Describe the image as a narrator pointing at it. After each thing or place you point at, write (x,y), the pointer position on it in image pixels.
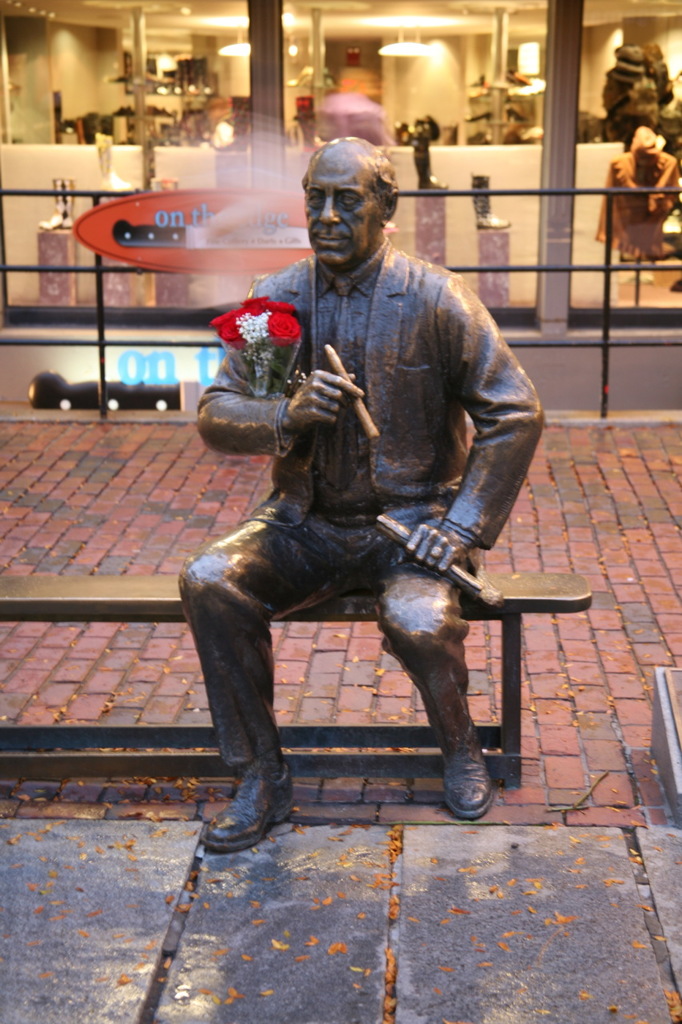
There is a person's statue (401,359) holding a bouquet (298,344) and an object (369,419) with one hand (338,385) an object (393,532) with other hand (432,534) and sitting on a bench (30,584), which is on the footpath (589,1009). In the background (641,20), there is a building (641,20) which is having glass windows (367,112), near a fencing (612,189). Through the glass windows (30,213), we can see, there are lights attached to the roof (364,15), there are objects (638,216) on the stands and there are other objects (646,91).
